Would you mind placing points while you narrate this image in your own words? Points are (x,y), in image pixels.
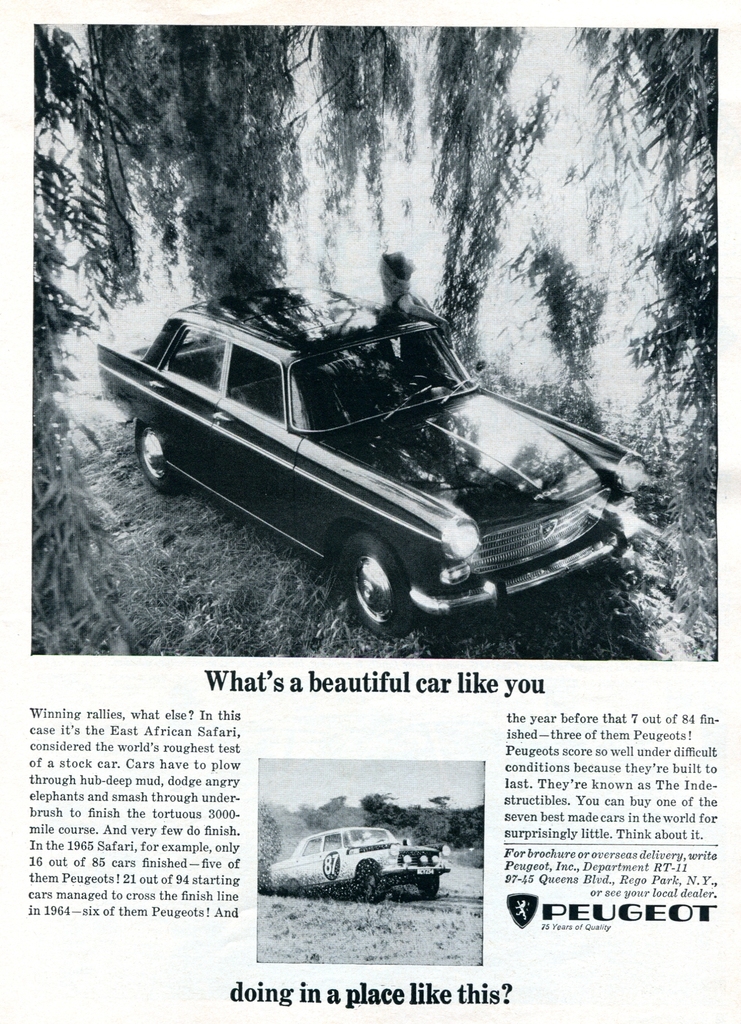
This image consists of a poster (213,309). At the bottom (110,829), I can see some text (542,771). In this poster (334,657) I can see two black and white images (387,507). In the two images (365,621) I can see the cars (316,420) and trees (263,195).
